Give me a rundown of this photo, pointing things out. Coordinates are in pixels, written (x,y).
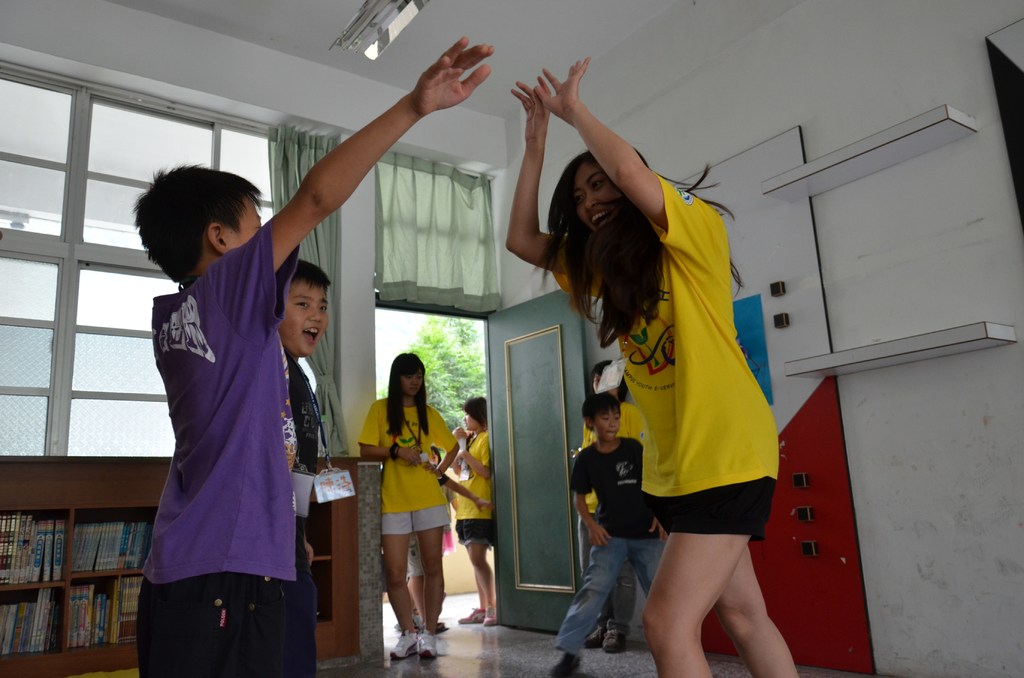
In this image, we can see a few people (639,348), some of them are playing. There is a wooden shelf (17,494) with books (32,640) in it. We can see a wall (779,589) with a door (493,388), windows (74,185) and curtains (343,441).
